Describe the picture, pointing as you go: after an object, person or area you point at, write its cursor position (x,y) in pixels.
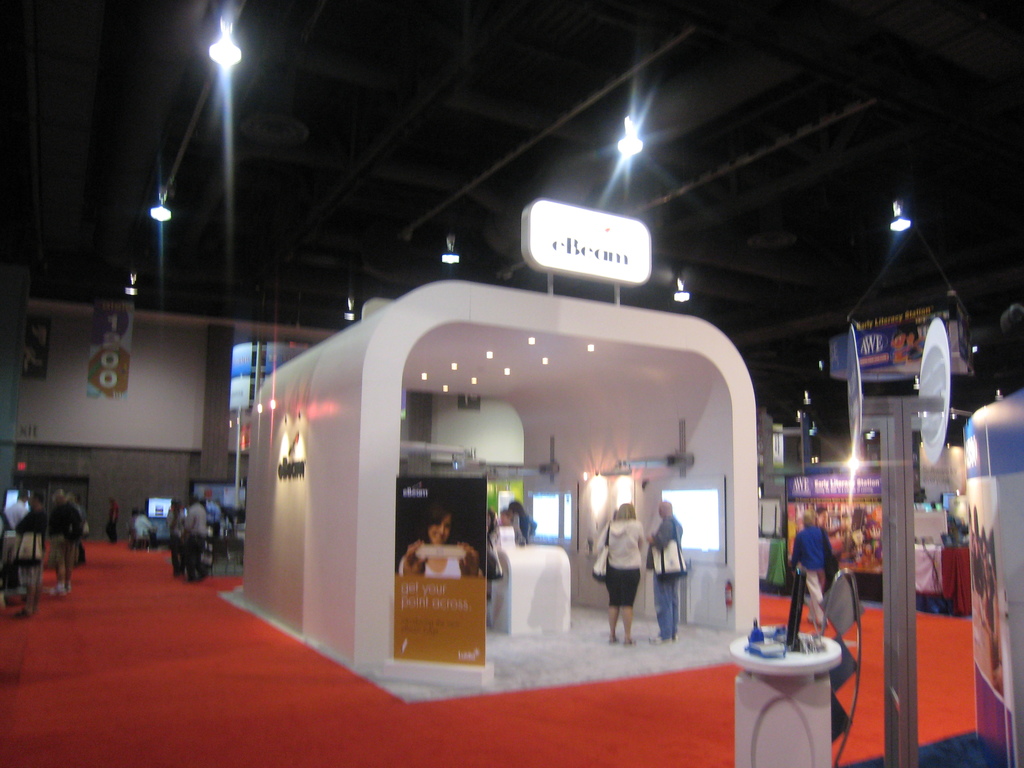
In this image there are few people (822,612) in the exhibition hall (804,617), there is a table (753,678) with some stuff (779,643) on it and chair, there are a few boards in front of the stalls (858,511). At the top of the image (452,179) there is a ceiling (305,216) with lights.
